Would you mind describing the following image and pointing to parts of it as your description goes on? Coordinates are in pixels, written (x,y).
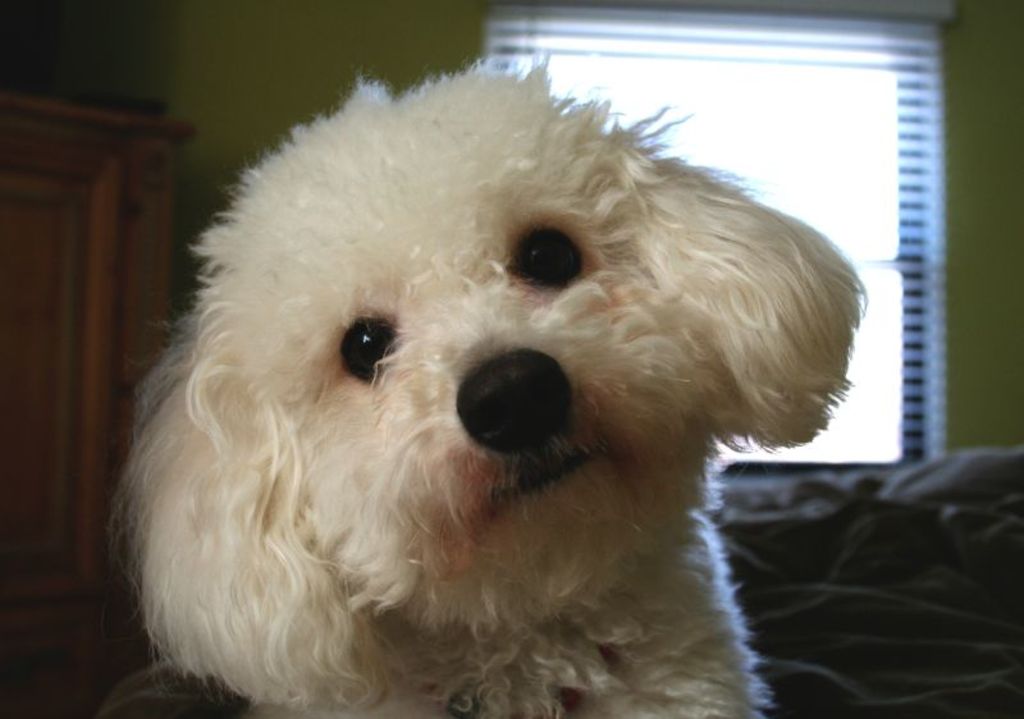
In this image I can see a dog (223,511) and the dog (211,504) is in white color, background (828,106) I can see a window (740,130) and the wall (269,55) is in green color.
